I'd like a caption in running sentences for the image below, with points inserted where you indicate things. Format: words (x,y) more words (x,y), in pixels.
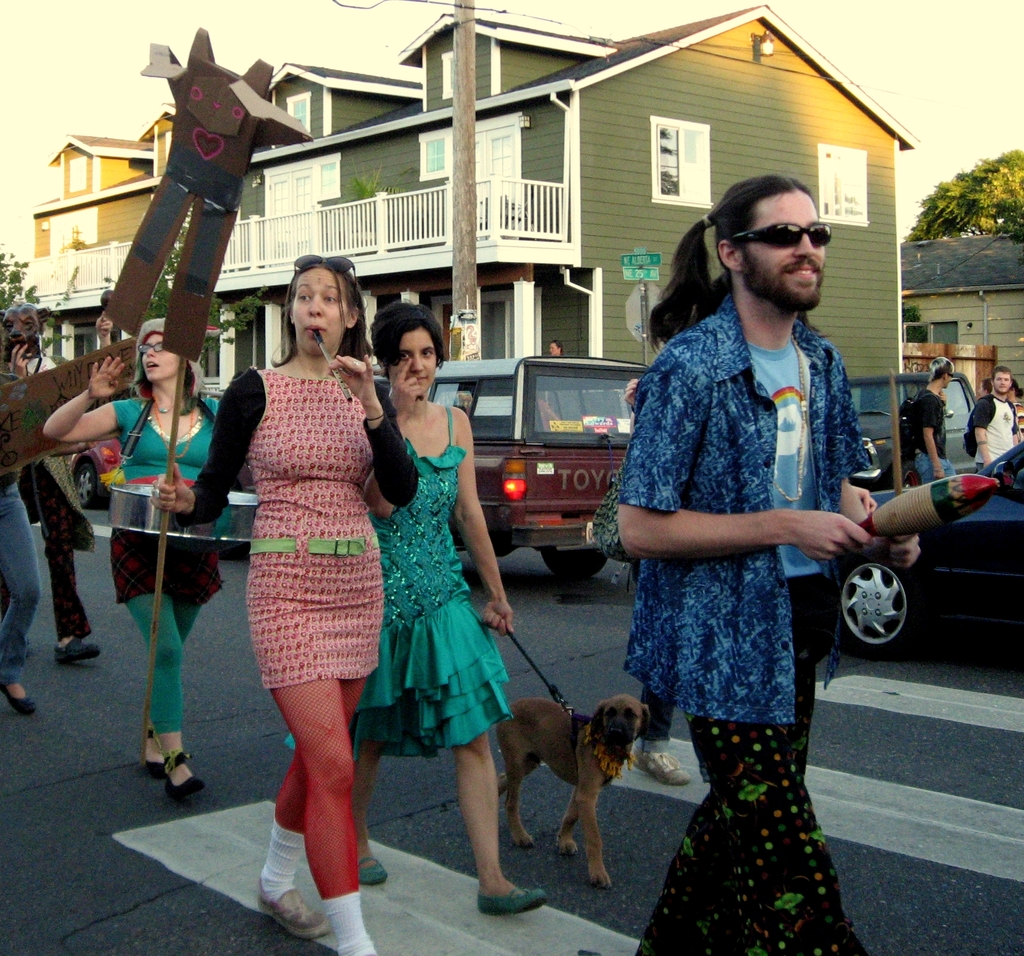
In this image i can see a number of people (362,592) walking on the road (500,559) and a animal (517,767). In the background (562,140) i can see few vehicles (577,443), buildings (570,235), trees (938,188) and the sky (938,76).
